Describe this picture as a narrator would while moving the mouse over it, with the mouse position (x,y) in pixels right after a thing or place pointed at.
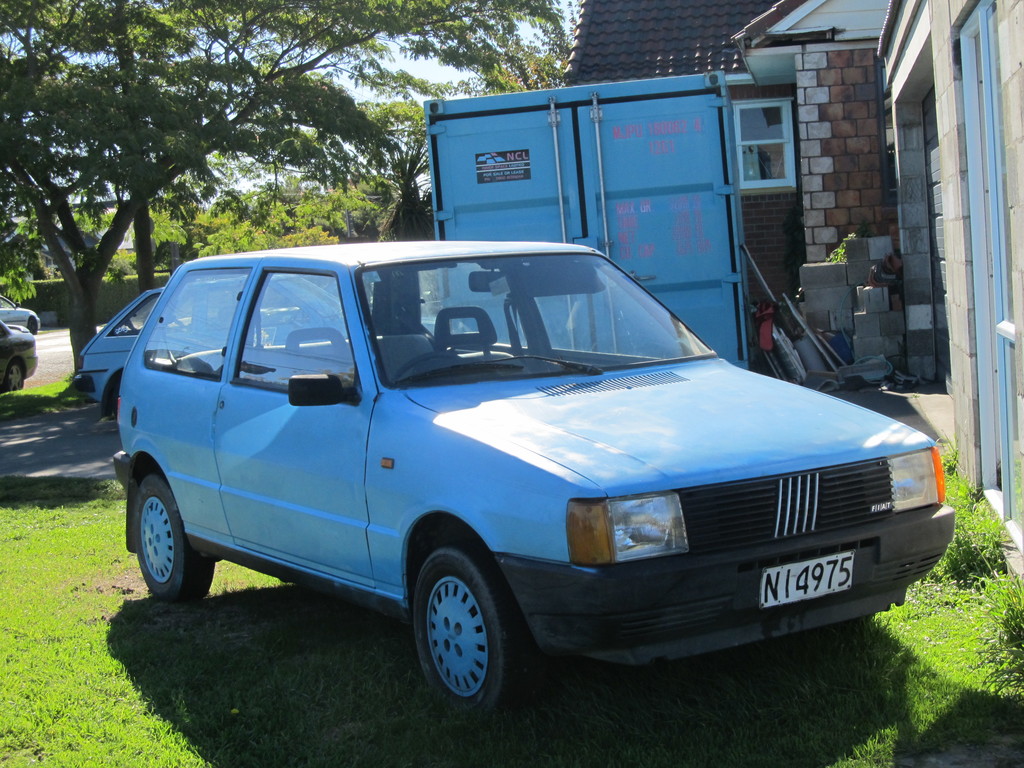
In this picture I can see vehicles (342,533), grass (990,716), plants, concrete blocks (817,284) and some other items (829,334), there is a house (739,123), there are trees (387,148), and in the background (428,61) there is sky (413,57).
